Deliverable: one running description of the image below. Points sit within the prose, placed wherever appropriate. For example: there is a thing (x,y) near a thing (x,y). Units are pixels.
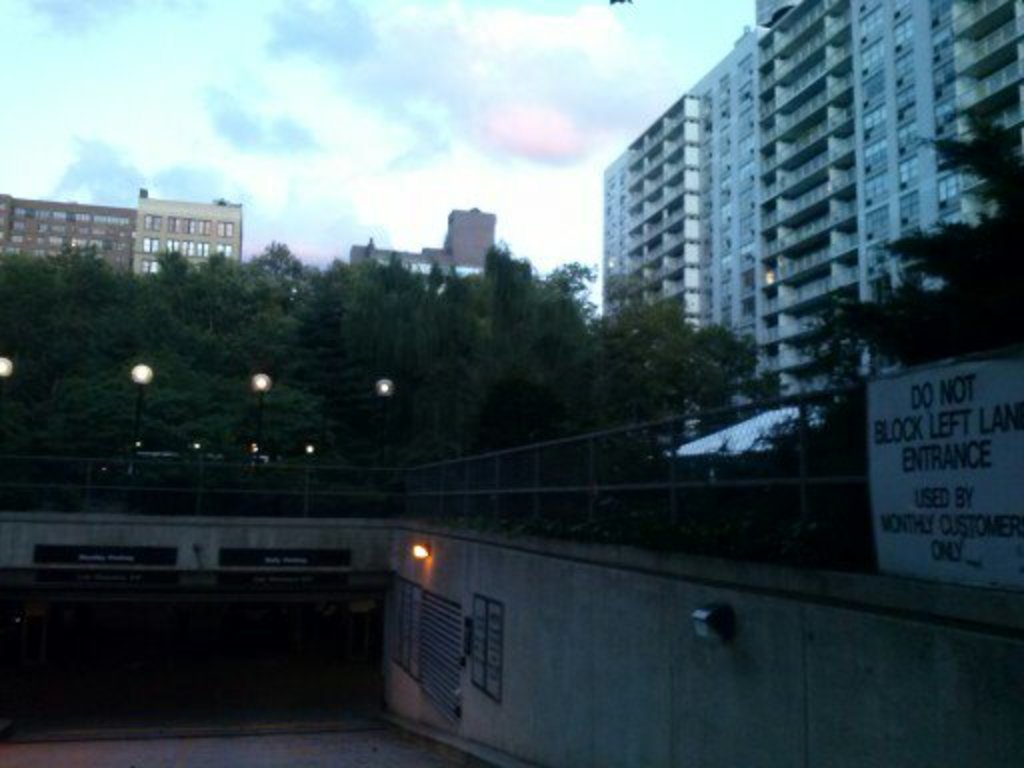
In this image, there are a few buildings (463,262), trees (369,347), poles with lights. We can see the wall (864,686) with some objects (501,634). We can see the ground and the sky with clouds (523,38). We can see a board (1023,383) with some text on the right (972,562). We can also see a white colored object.
